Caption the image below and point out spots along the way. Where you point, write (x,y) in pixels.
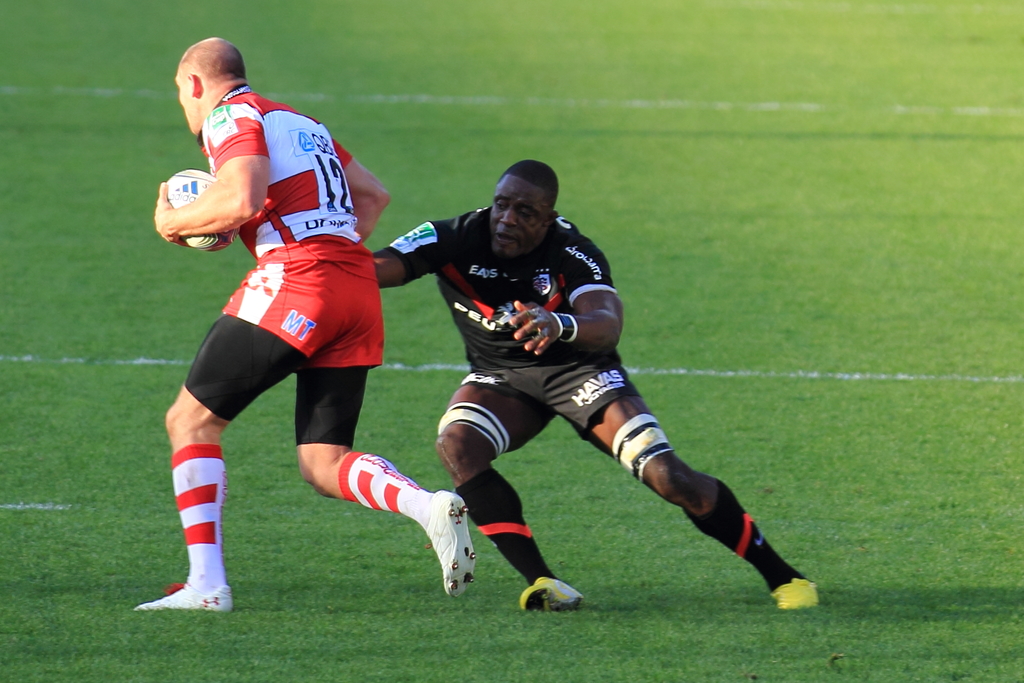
On the ground (831,443) there are two persons (516,267). To the left side (315,195) there is a man (315,285) with red t-shirt (262,147) is running by holding a ball (196,189) in his hand (170,232). Behind him there is another man (524,276) with black t-shirt (543,280) is running behind him.
